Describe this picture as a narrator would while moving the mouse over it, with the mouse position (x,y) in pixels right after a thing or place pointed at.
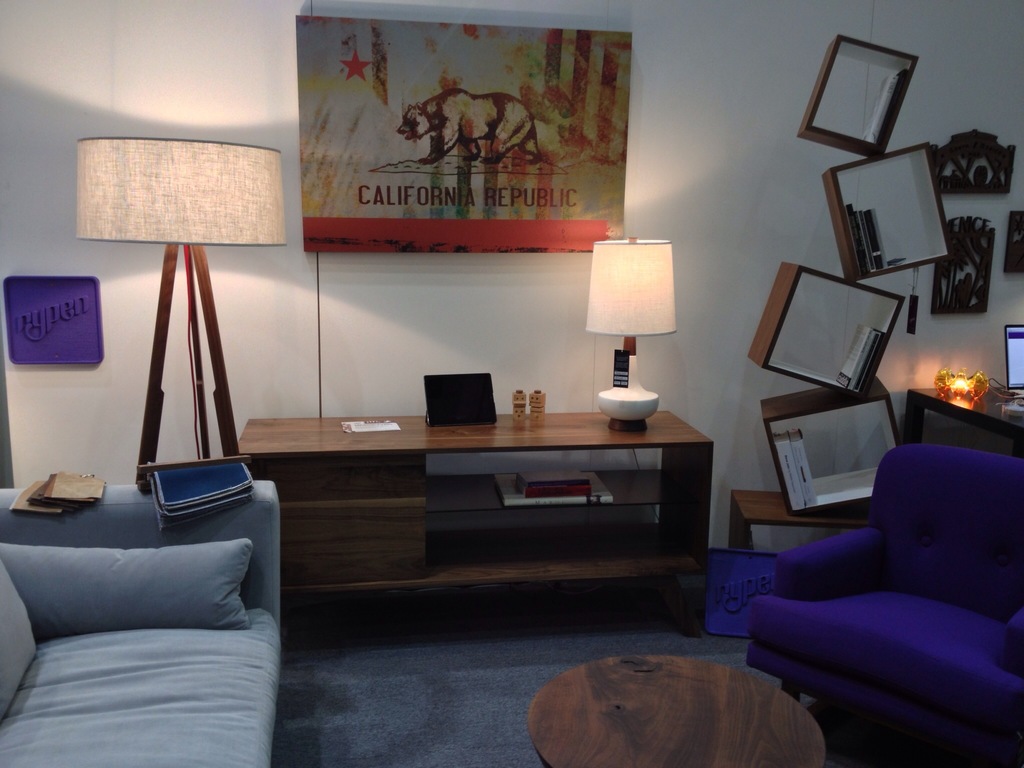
In this picture we can see a room (537,608) with sofa (86,646) pillows (52,583) on it, table (307,491) with lamp (639,258), tab (491,422) on it and here we have wall (725,128) with frames (321,115), books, light (952,381), screen (1018,338).
